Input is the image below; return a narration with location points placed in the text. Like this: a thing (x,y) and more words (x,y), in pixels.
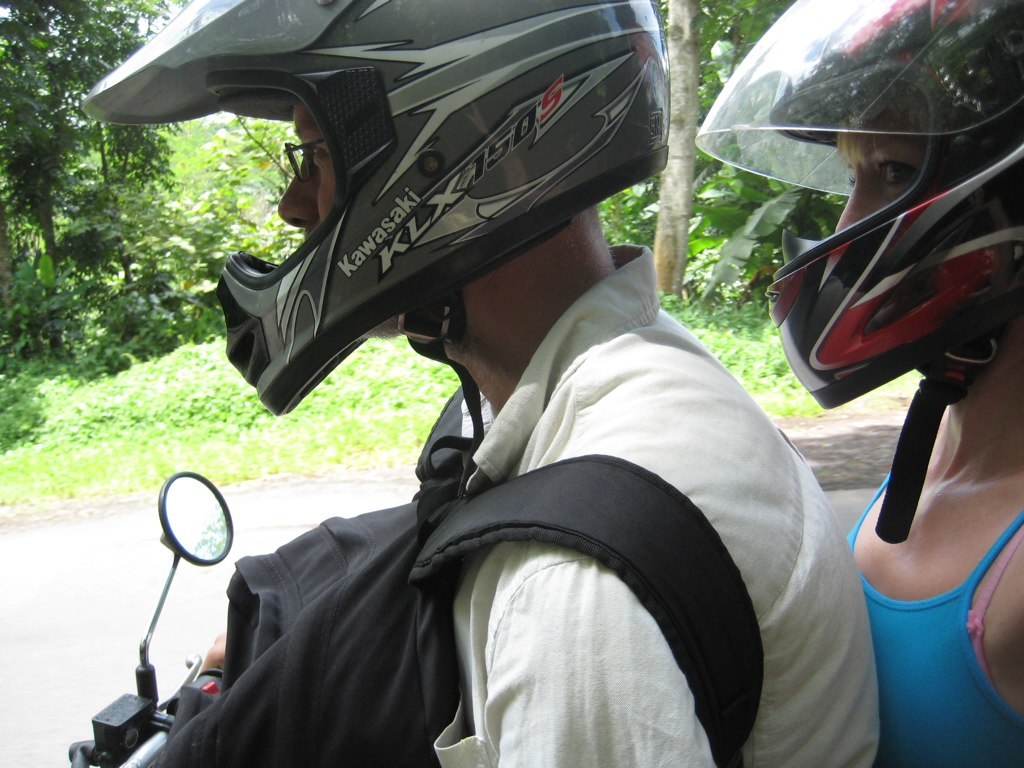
There are two persons (689,429) wearing helmets (627,96). Person (536,221) on the front (444,517) is wearing a specs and holding a bag (425,560) and a motorcycle (141,700). In the back (67,250) there are trees (86,231).
